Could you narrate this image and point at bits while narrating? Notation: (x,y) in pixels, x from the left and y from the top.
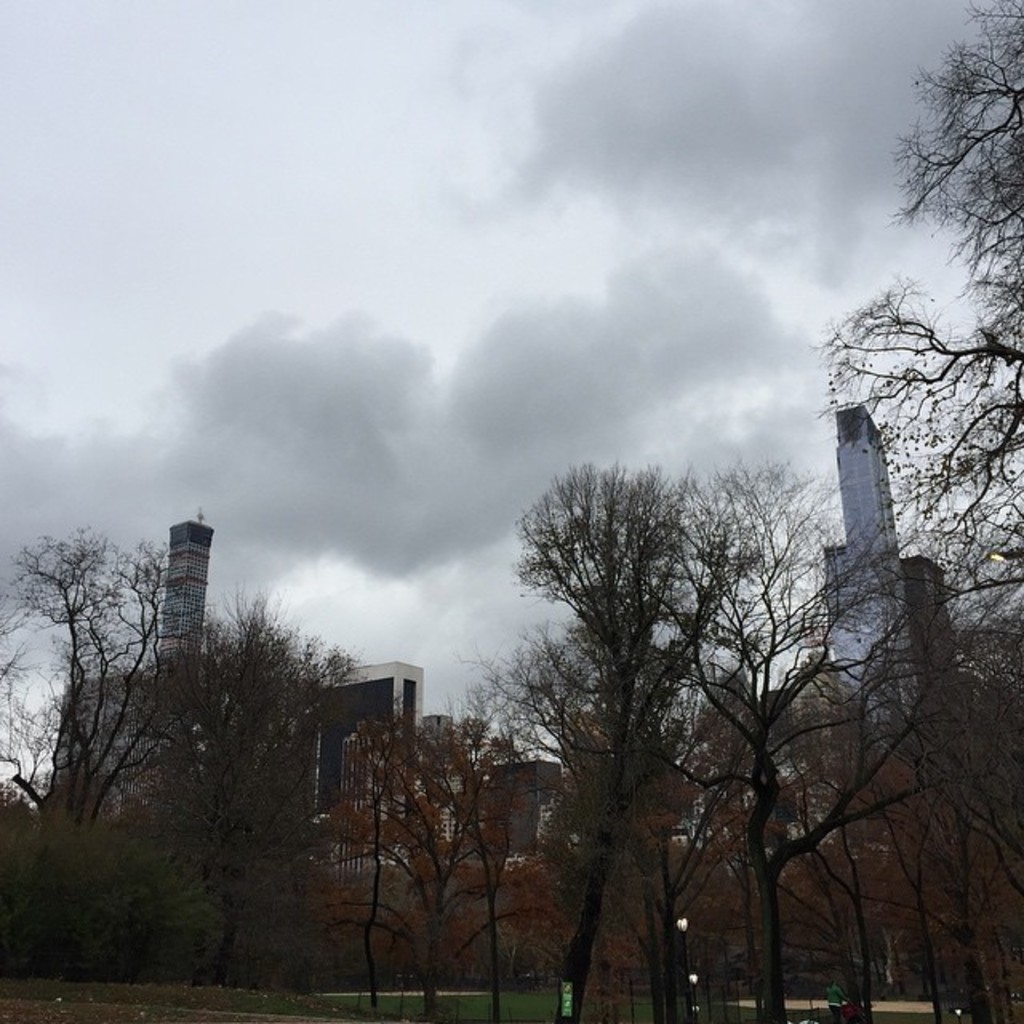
In this image we can see buildings (859,482), trees (641,594), also we can see the sky (504,192).
